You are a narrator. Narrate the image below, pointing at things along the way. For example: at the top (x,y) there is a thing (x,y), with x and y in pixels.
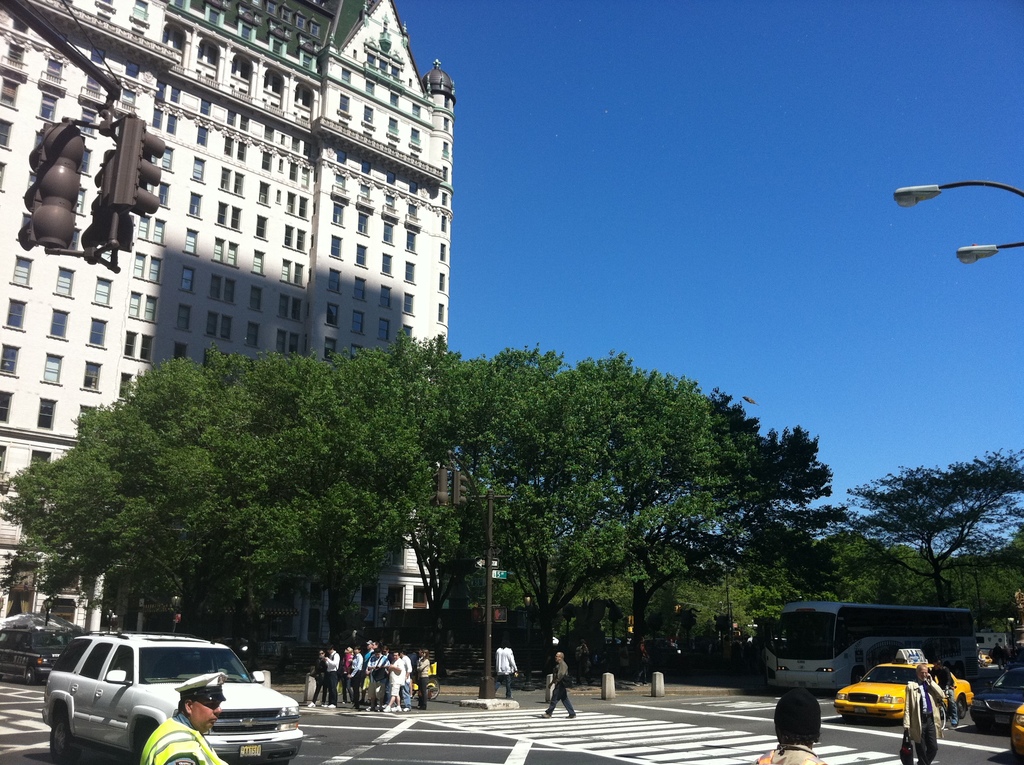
In this picture there are people (320,650) and we can see vehicles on the road (683,734), poles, lights (74,158), bollards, boards (497,568), building (87,21) and trees (504,514). In the background of the image (767,318) we can see the sky (754,326) in blue color.
